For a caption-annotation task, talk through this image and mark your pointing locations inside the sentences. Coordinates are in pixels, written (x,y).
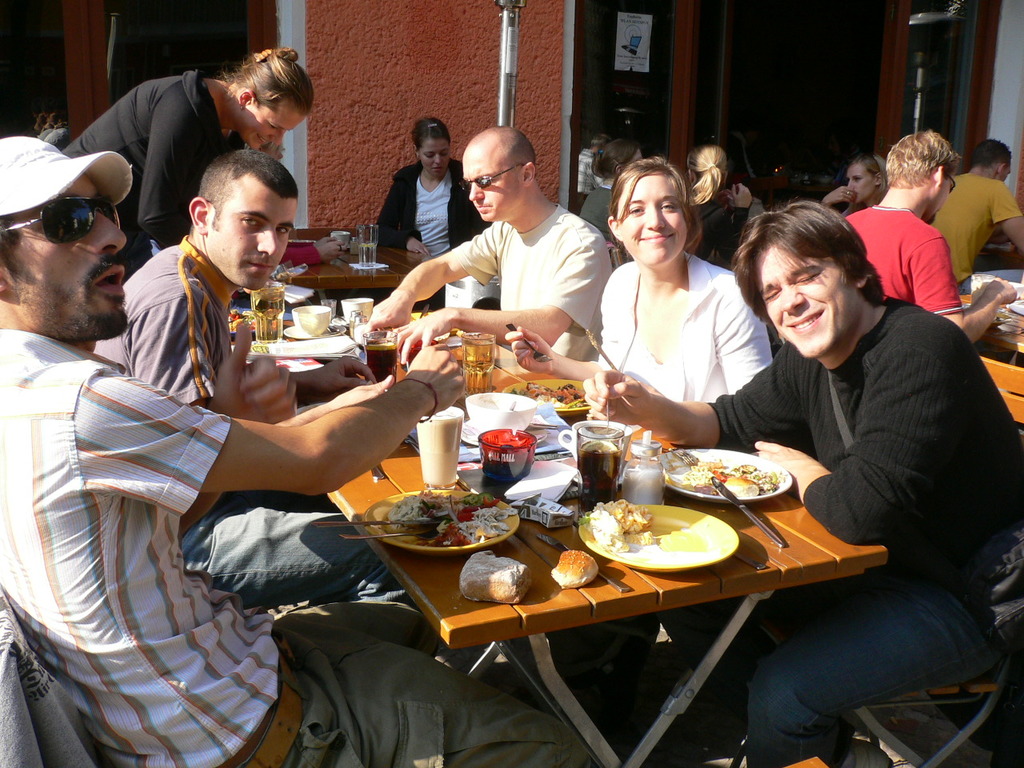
Group of people (72,267) sitting on the benches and this person (219,120) standing. We can see glasses (588,465), plates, food (446,540), tissues (572,469), knife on the tables (1002,336). On the background (491,44) we can see wall (416,79), glass door (949,59).
